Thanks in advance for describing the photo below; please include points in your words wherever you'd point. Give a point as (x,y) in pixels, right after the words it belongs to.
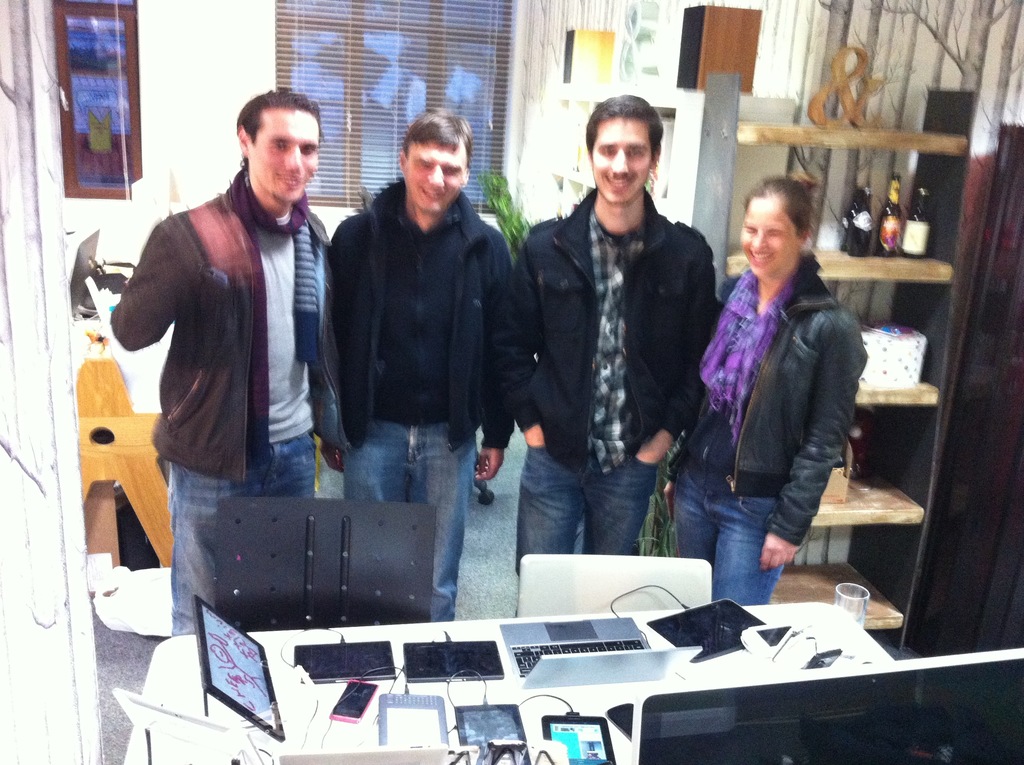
In this image I can see there are four people (515,345) standing and there is a woman (785,298) standing at the right side (736,406). There are laptop (553,665), tablets (436,671), smartphones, monitor (726,705) placed on the table (856,634). In the background (923,316) there is a shelf (923,145) at right side (907,300) and there are few wine bottles (918,205) placed on the shelf (909,446). There are few objects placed in the left side (85,469) background (158,496).
